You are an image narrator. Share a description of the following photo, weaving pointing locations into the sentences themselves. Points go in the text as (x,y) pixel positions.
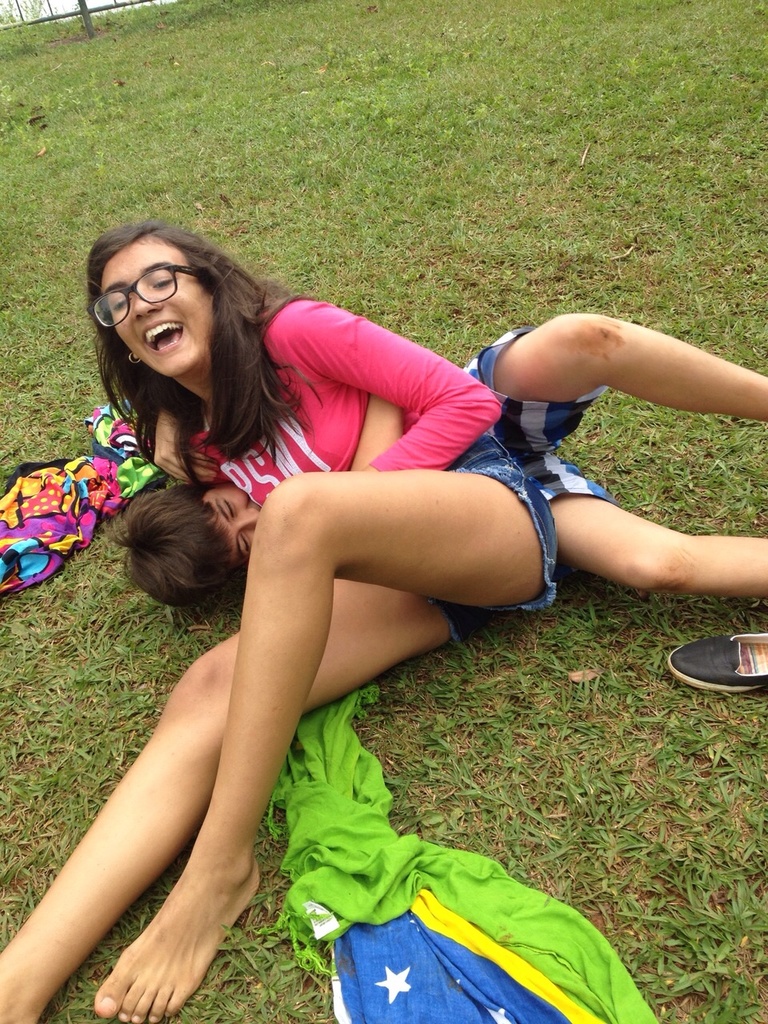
In this image a woman (414,525) wearing spectacles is sitting on the grassland (440,667). She is leaning over a person (673,553) lying on the grass land (162,635). There are few clothes (330,831) and footwear (692,678) are on the grassland (55,48). Left top there is a fence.
